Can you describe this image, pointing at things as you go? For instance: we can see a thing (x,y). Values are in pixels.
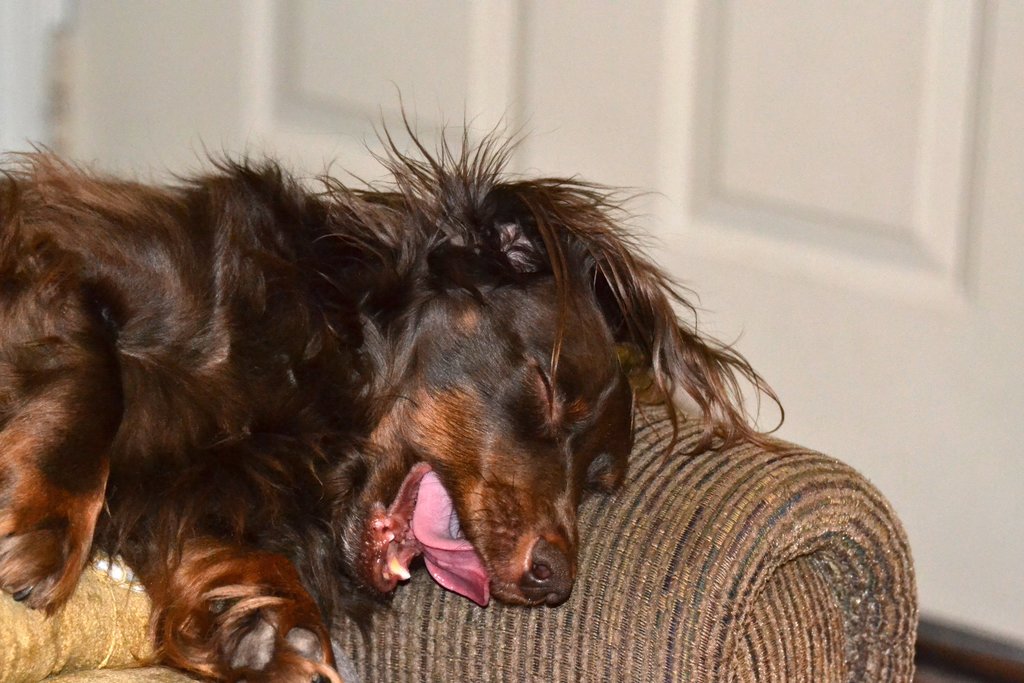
In this image we can see a dog (289,537) on the couch (626,528) and in the background (370,64), it looks like the wall (444,28).
